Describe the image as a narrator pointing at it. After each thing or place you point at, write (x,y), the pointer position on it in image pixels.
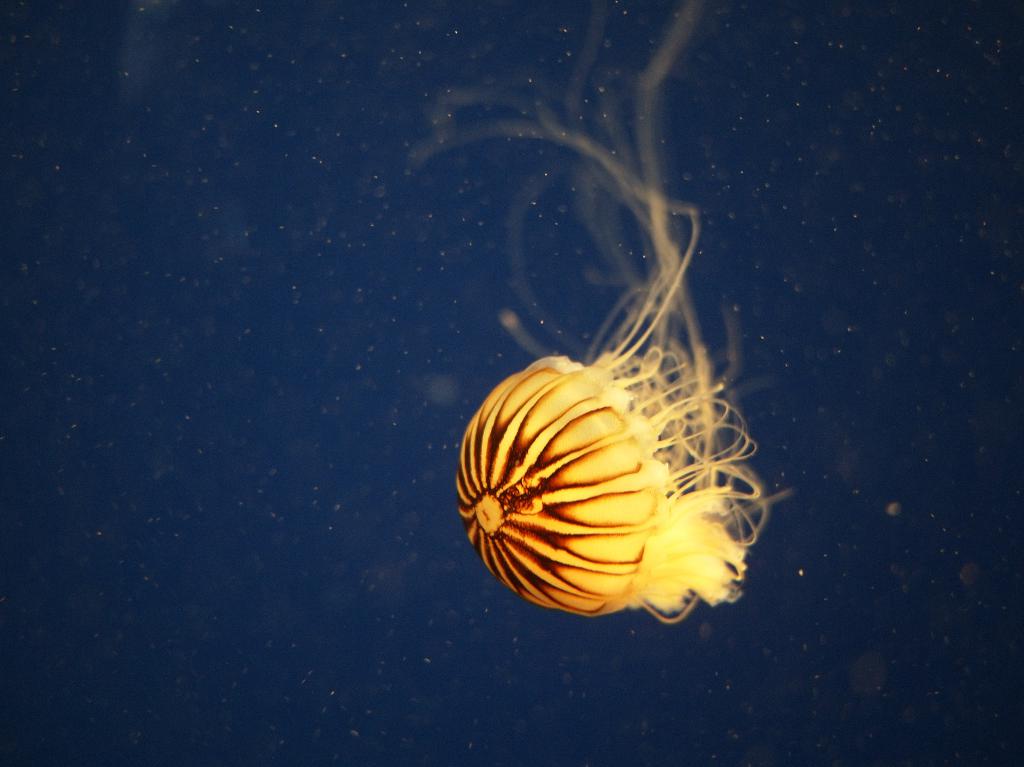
In this picture there is a jellyfish (693,411) in the water (924,480).
